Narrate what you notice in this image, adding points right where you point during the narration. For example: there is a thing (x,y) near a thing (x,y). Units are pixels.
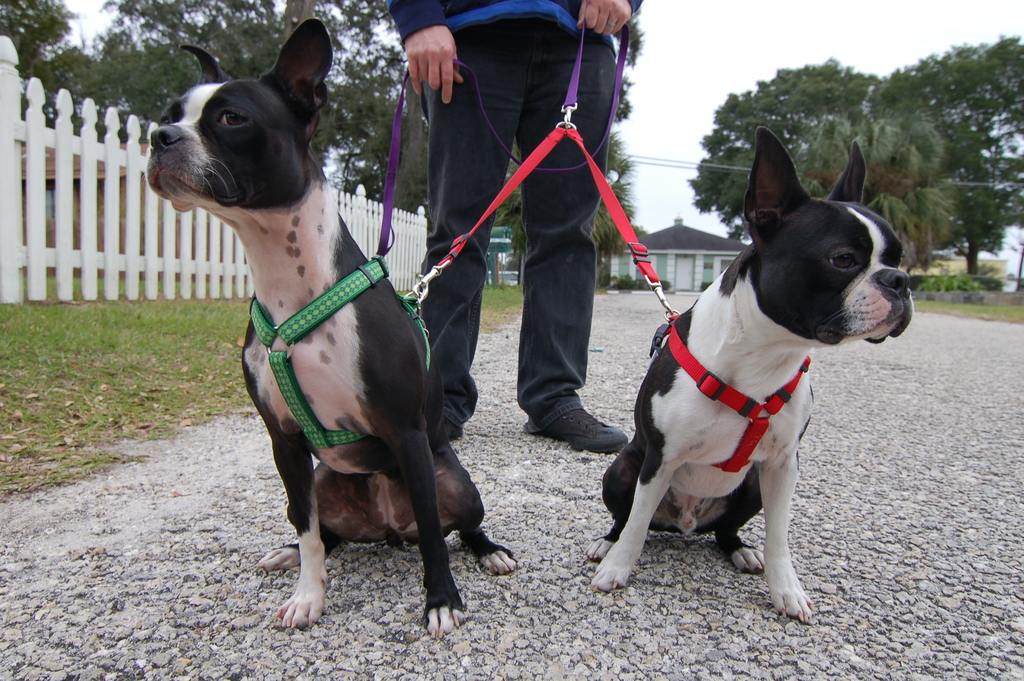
In this image, we can see two dogs (409,468) are sitting on the walkway (542,623) and wearing belts (305,408). Here a person (519,83) is holding a belt (578,140) that is attached to the dogs (706,359). Background we can see grass (219,371), wooden fencing (212,237), few houses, plants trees (999,230) and sky (675,98).
